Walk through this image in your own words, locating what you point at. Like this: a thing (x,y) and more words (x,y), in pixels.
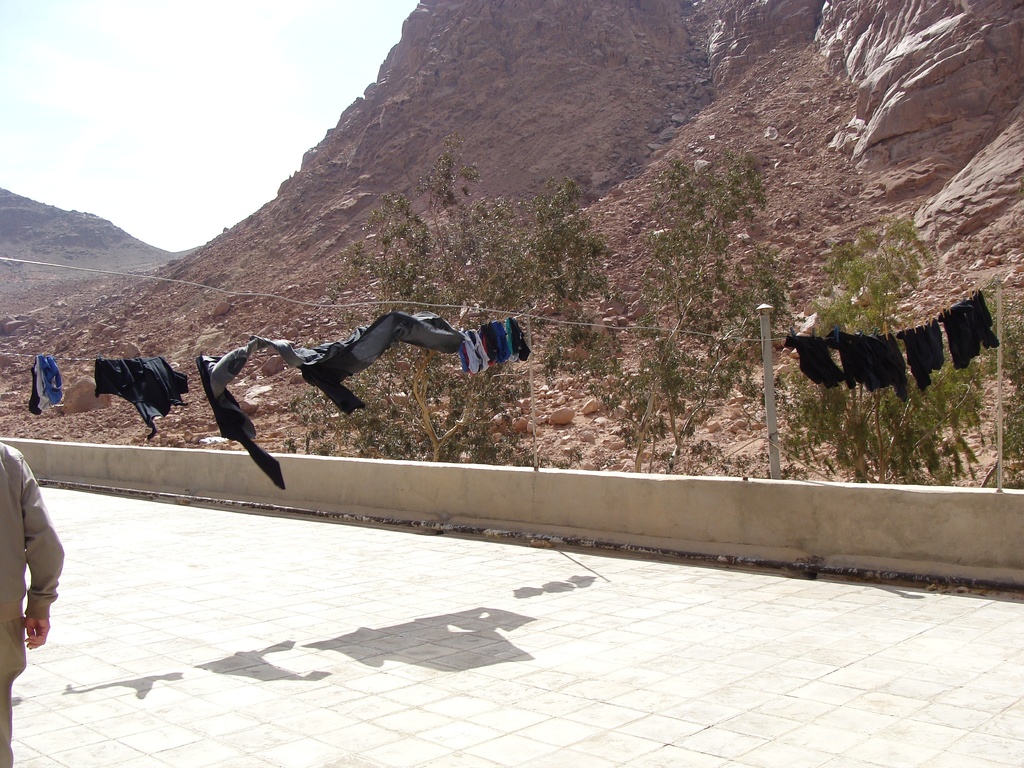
In this picture, we see the clothes (853,373) are hanging on the rope (695,334). At the bottom (567,679), we see the pavement (311,572). On the left side (42,496), we see a person (31,513) is standing. In the middle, we see the poles (776,454). Behind that, we see the trees (572,301). There are stones (586,373), rocks (250,241) and hills (33,239) in the background (570,377). At the top (189,96), we see the sky (180,144).
